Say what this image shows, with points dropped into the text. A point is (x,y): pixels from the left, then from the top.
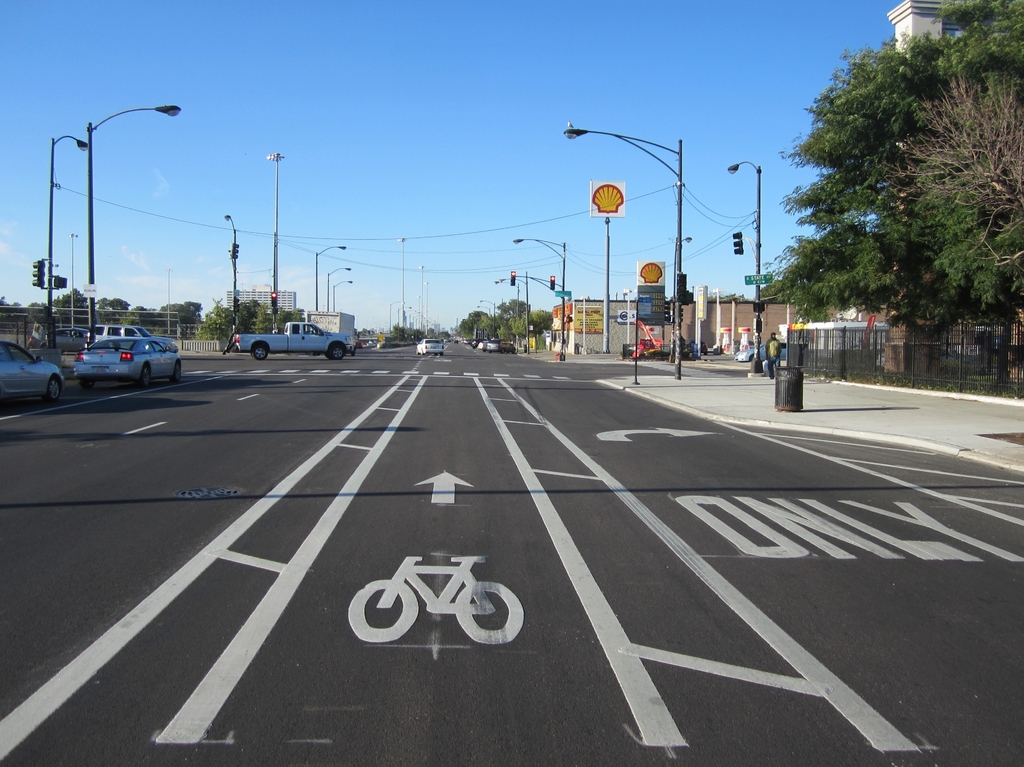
In this image I see the road (435,419) on which there are white lines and I see number of poles (89,134) on which there are traffic signals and lights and I see the wires (642,196) and I see number of buildings (244,307) and I see the trees (75,299) and I see vehicles (333,342) and I see a person (779,364) over here and I see the fencing (844,350) over here. In the background (544,201) I see the clear sky (481,140).
